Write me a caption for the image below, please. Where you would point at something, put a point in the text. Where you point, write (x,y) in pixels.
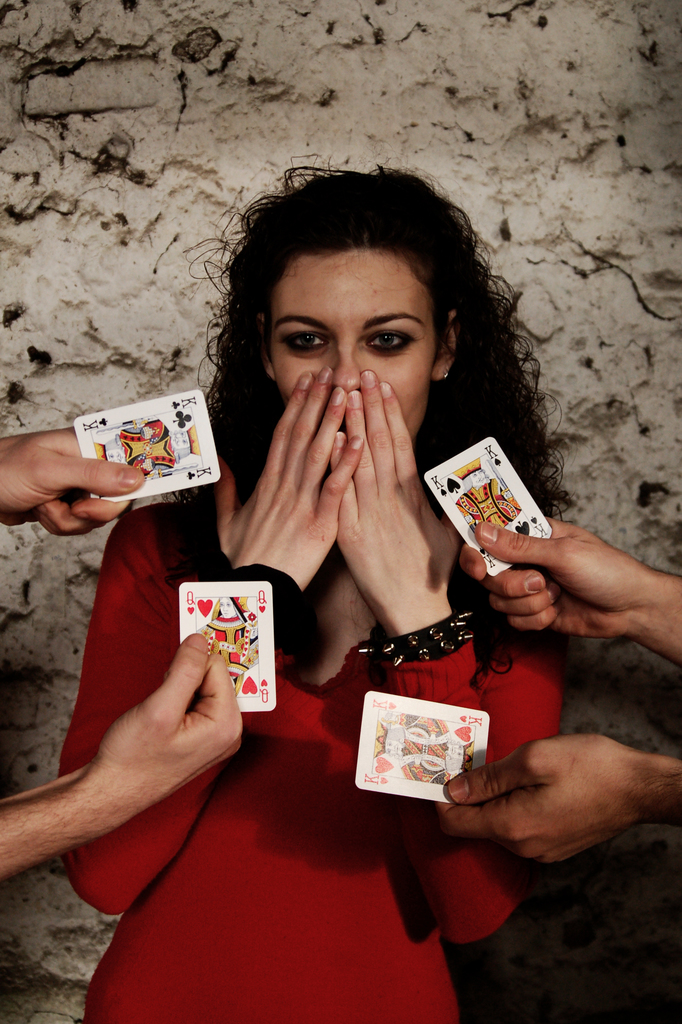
As we can see in the image there is a white wall (366,82). In Front of that there is a woman (269,413) standing and she is closing her mouth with her hands (341,448). There are four hands (47,467) in front of her who are holding playing cards (147,477) and the woman (312,796) is wearing red dress (291,898).
